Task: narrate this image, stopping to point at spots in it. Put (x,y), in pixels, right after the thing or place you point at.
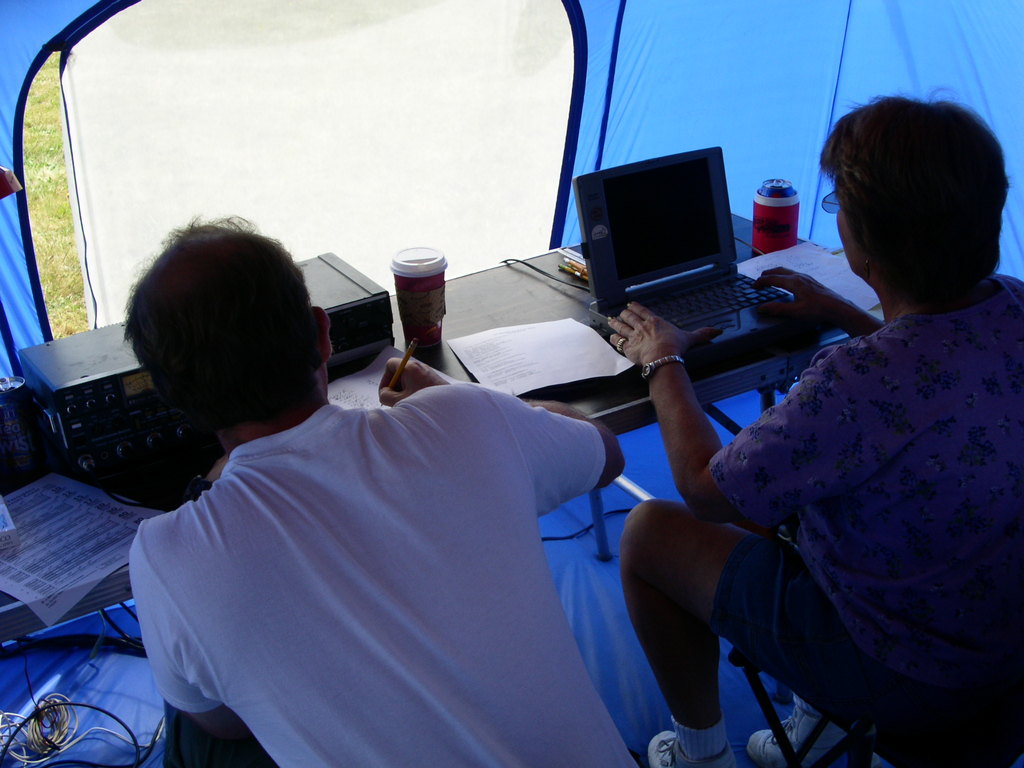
This picture might be taken in the inside of tent (593,637), in this image there are two persons (673,522) who are sitting in front of them there is table (792,346). On the table (5,485) there is laptop (655,251), radio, cup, papers (506,386). At the bottom (47,723) there are some wires (61,734).
